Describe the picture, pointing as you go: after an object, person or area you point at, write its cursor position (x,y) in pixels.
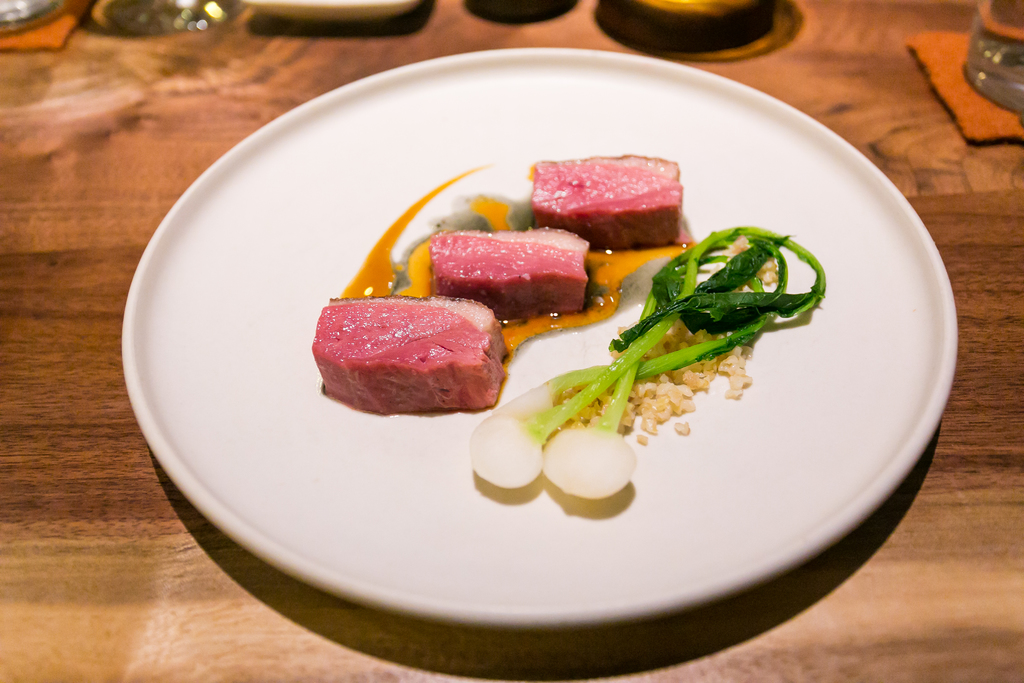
In this image there is food (538,394) on the plate (167,262), there is a plate (354,458) on the surface (136,426), there are objects (370,11) truncated, there is an object (990,46) towards the right (987,71) that is truncated.
